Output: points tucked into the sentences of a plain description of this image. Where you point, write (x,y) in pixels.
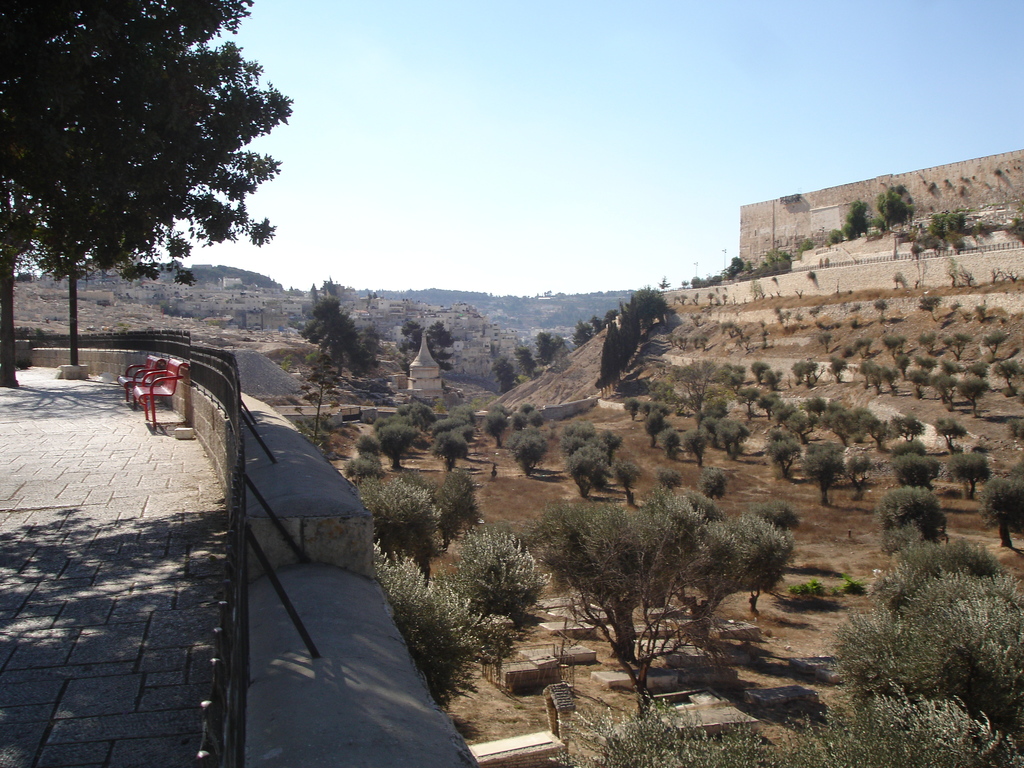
In this image, we can see the floor (159,625) and a wall (324,496) on the left side (180,592), on the right side (999,700) there are some plants (930,646) and trees (617,377), at the top (586,124) we can see the sky (492,43).
